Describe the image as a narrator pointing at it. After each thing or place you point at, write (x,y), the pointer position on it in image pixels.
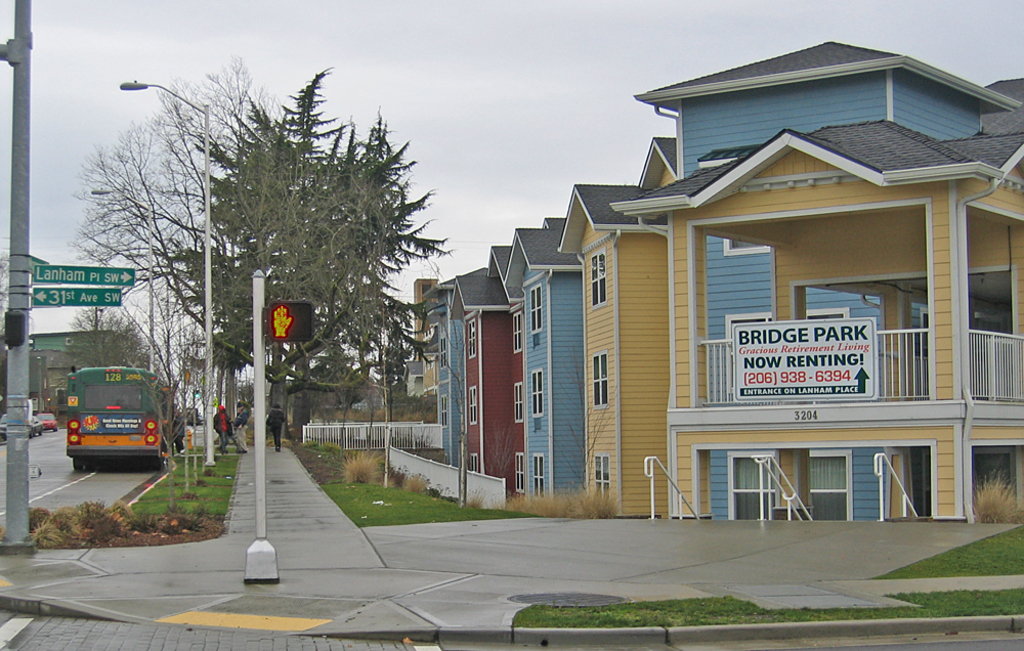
In this image we can see the buildings (679,264) look like houses (671,383). And we can see the vehicles (103,408) on the road (56,455). And we can see the people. And we can see the street lights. And we can see the sign boards (59,302). And we can see the grass (980,554). And we can see the metal fencing (360,434). And we can see the sky (61,148). And we can see the poles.
